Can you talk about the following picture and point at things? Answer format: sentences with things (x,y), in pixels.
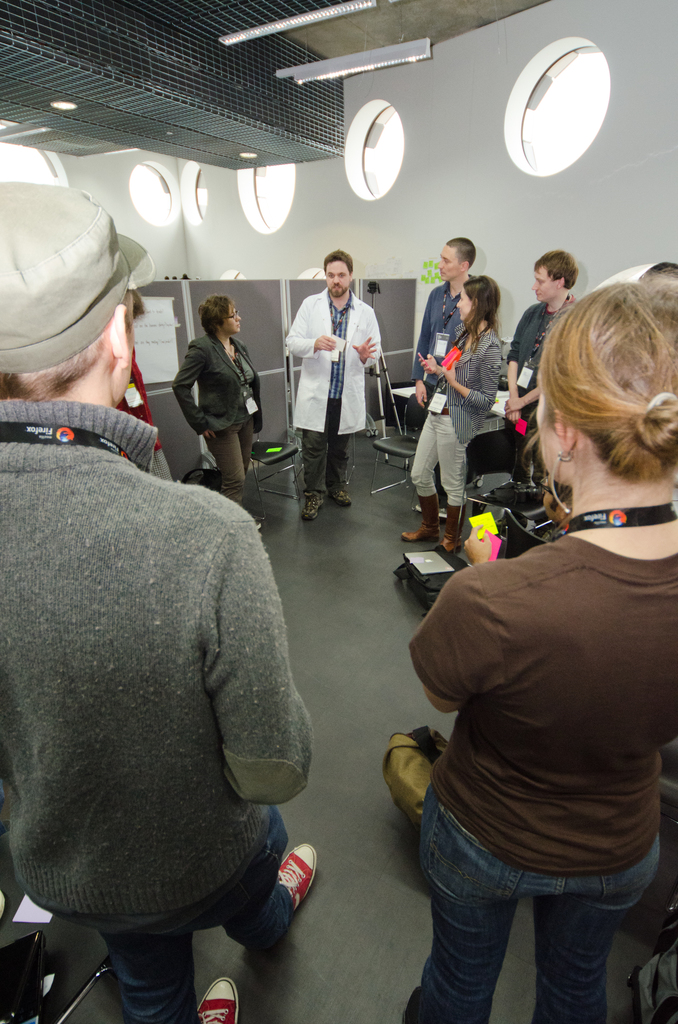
There are group of people (158,521) standing. I think these are the windows (395,153). These look like the boards (276,323). I can see the chairs (474,478). This looks like a bag (423,583), which is placed on the floor (398,604). I think this is the ceiling (305,42), which is at the top (342,22).
